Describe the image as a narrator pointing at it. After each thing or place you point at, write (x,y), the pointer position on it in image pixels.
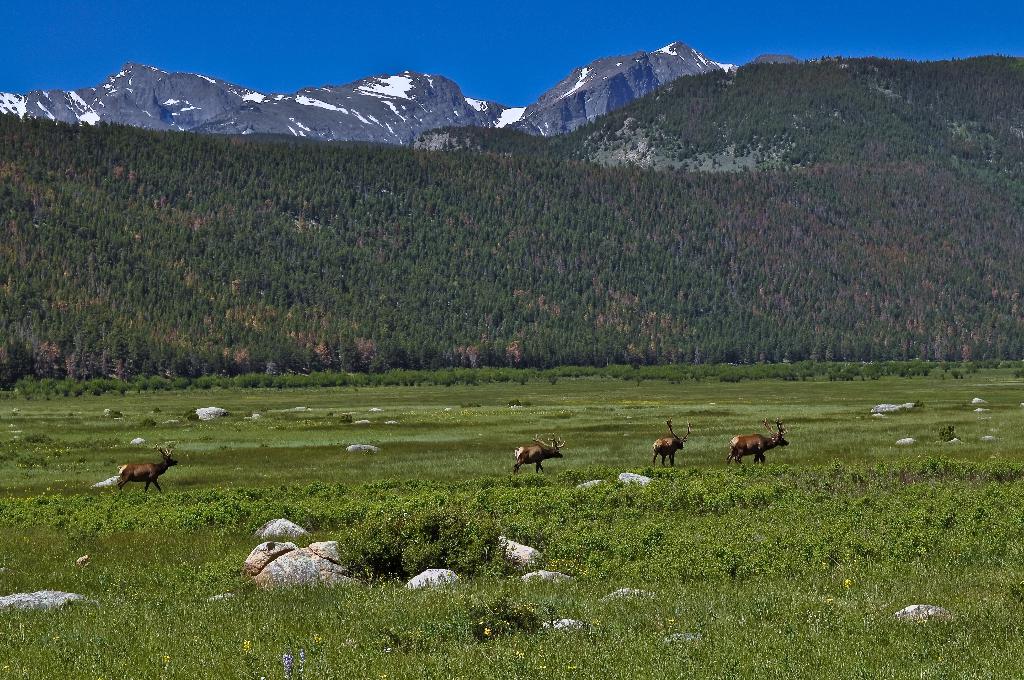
As we can see in the image there are animals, plants (620,529), rocks (273,536), grass (320,440), trees (443,340), hills (567,196) and sky (503,82).
